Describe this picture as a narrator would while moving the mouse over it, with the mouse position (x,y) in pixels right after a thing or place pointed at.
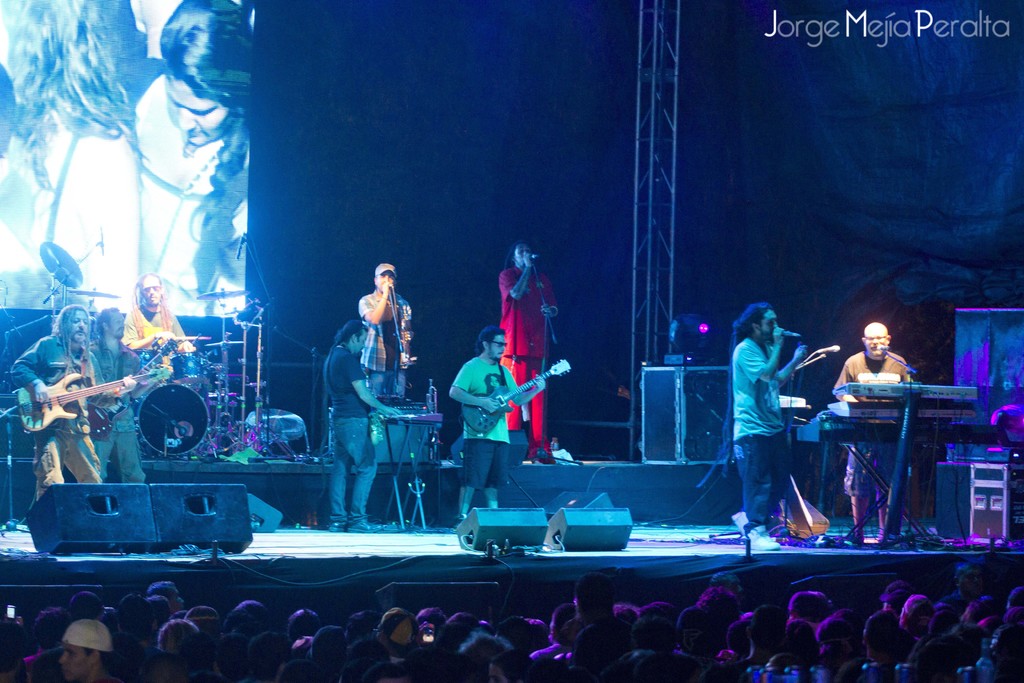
In this image it look like a music concert in which there are artists (375,410) performing on the stage (391,494). At the bottom (341,641) there are so many spectators (663,637). On the stage (452,470) there are many singers (383,332) who are singing with the mic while the other people (82,410) are playing the guitars (107,389) and drums (181,386). In the background (108,157) there is a screen (168,167). On the right side (884,373) there is a man (868,335) who is playing the keyboard (876,393). In the middle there is a man (491,381) who is playing the guitar (495,402).
